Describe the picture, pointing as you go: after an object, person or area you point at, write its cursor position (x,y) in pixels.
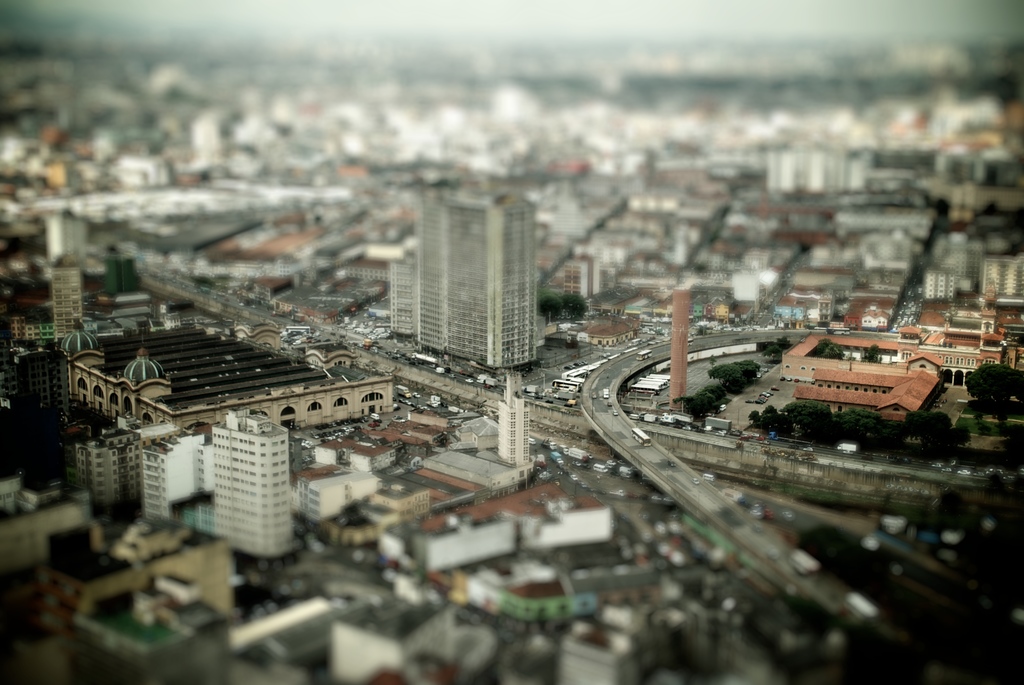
This image is taken outdoors. In this image the corners are a little blurred. In this image there are many buildings (272,436) and houses (488,507) with walls (249,485), windows (284,483), doors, balconies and roofs (137,356). There is a tower (680,325). There are a few skyscrapers (480,250). Many vehicles (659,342) are moving on the road (587,394). There are a few roads (601,397). There are a few trees (854,430) and plants (745,376) on the ground (752,395).
